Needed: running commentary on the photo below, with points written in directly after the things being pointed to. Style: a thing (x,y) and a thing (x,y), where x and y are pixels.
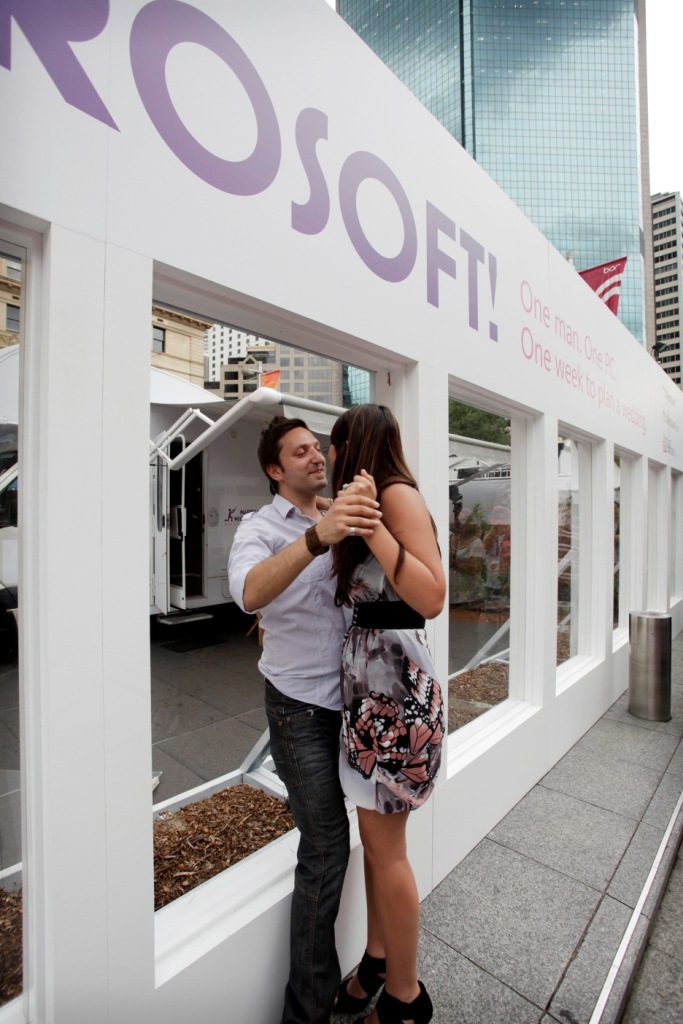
In this picture I can see a man (337,611) and woman (400,588) standing holding hands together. I can see the buildings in the background (489,124).
